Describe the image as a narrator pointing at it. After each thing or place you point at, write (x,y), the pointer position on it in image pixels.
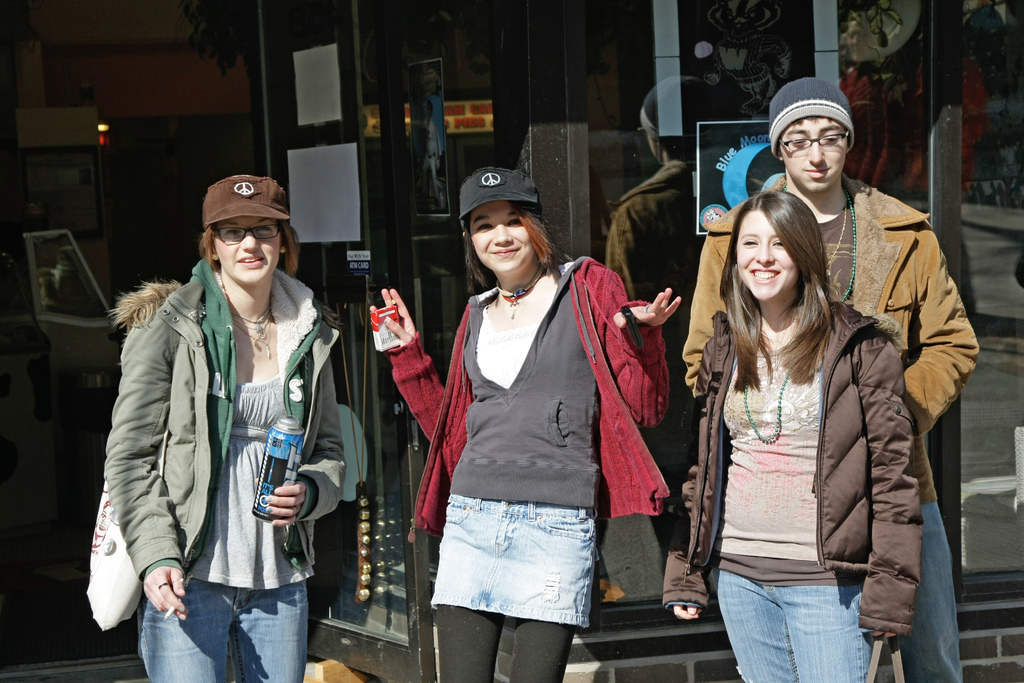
In this image I can see four persons (520,254) standing, in front (618,423) the person (537,425) is wearing red color jacket (603,420), gray shirt (552,431), black pant (540,658). Background (290,98) I can see a glass door (335,256) and few papers (301,167) attached to the door (320,131).
